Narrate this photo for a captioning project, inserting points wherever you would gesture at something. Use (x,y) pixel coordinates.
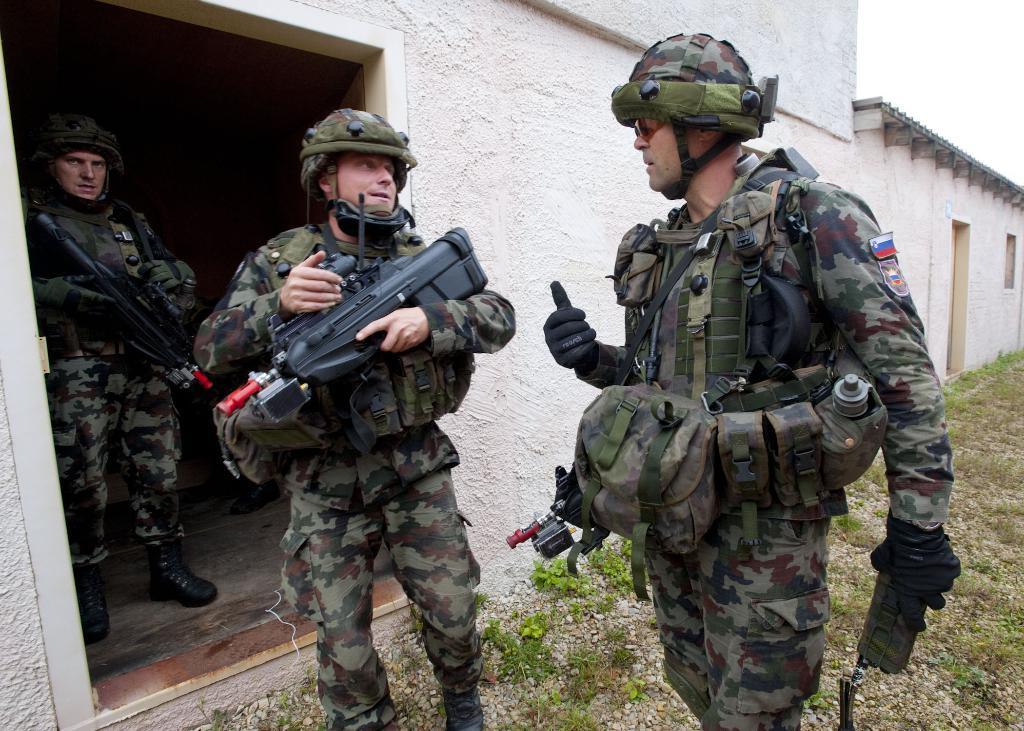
In the foreground (756,400), I can see these three persons (61,445) wearing army uniforms (855,365), helmets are holding weapons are standing here. In the background (548,245), I can see houses (463,16) and the sky (961,41).
